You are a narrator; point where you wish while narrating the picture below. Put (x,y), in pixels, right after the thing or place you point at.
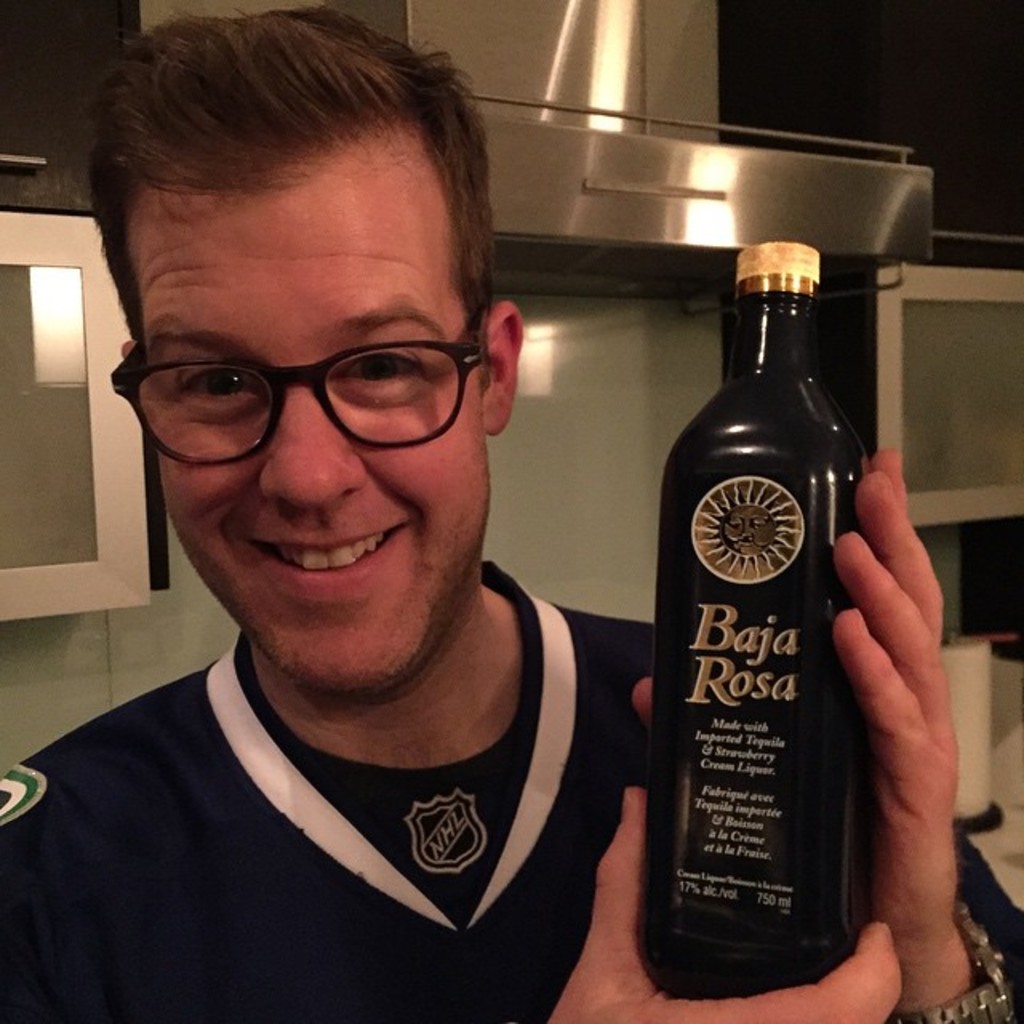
In this picture there is a man (238,839) standing and smiling and holding the bottle (803,982) and there is text (718,698) on the bottle (719,812). At the back (1022,490) there might be cupboards (40,490) and there is an object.
